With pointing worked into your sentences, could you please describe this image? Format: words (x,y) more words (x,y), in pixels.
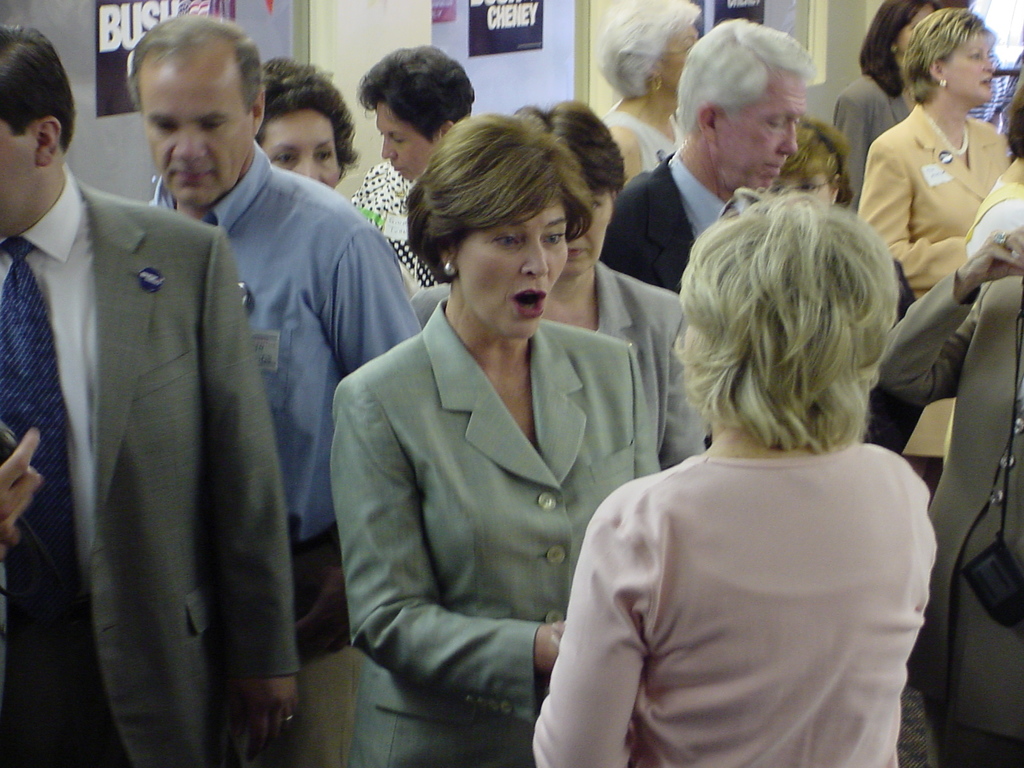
In this picture i can see men (315,283) and women (481,296) are standing. In the background (214,9) i can see posters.
